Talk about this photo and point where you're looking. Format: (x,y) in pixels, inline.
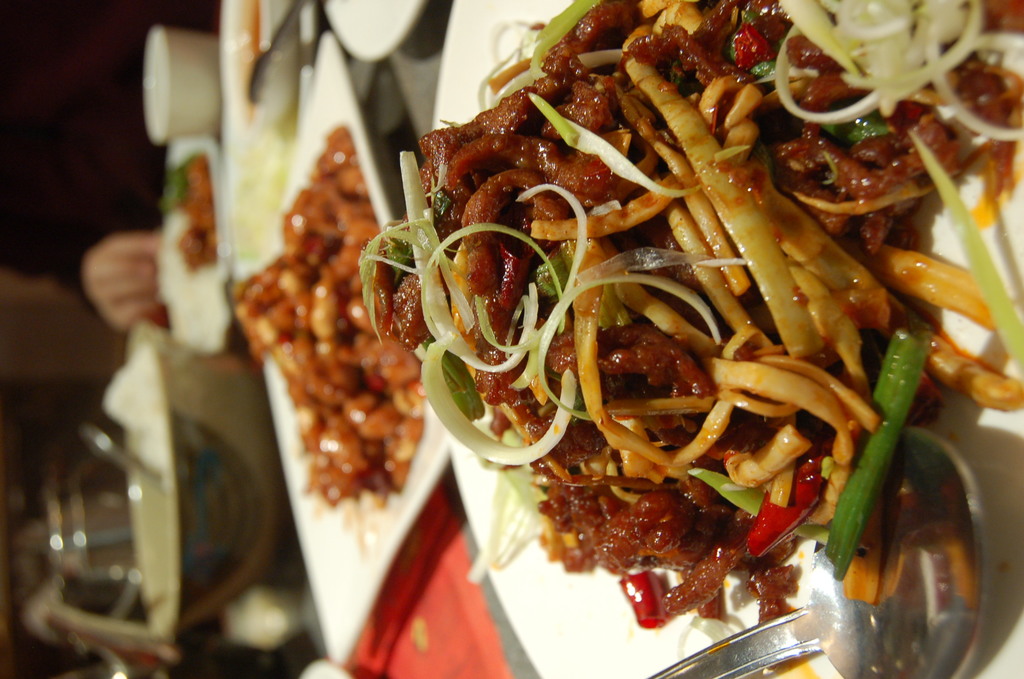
In this image there is food (708,303) on the plate (562,591), there is a spoon (841,599) truncated, there are objects (218,513) on the surface (385,182).
